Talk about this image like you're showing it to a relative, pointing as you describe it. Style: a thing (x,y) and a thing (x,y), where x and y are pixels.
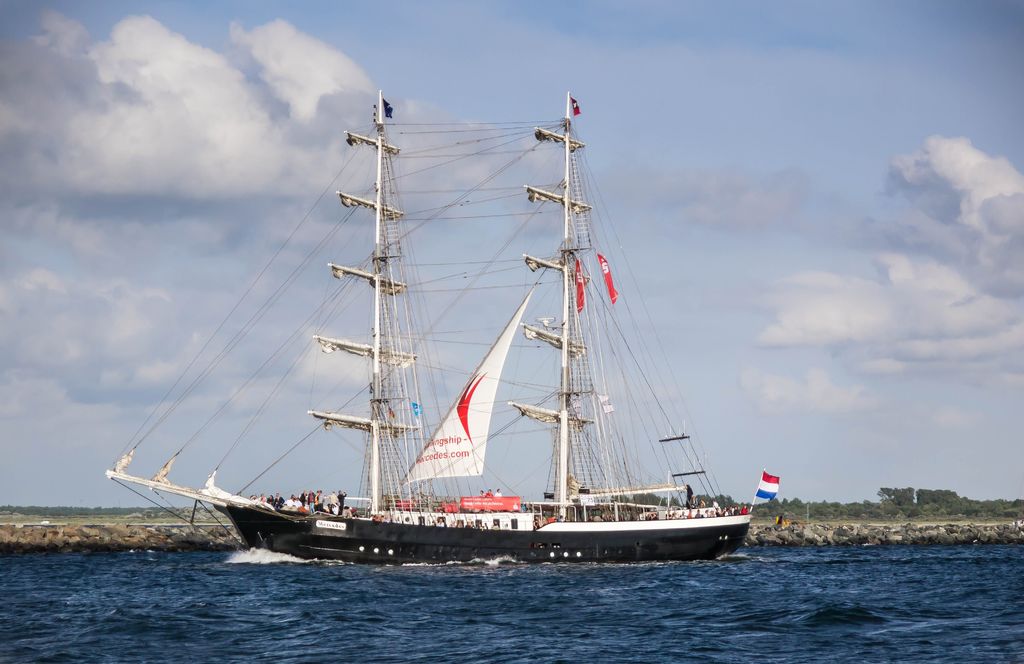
In this image we can see a ship (648,555) on the water (678,583). Here we can see a flag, poles (562,438), trees (993,503), and people (276,496). In the background (468,343) there is sky (839,289) with clouds (892,354).
